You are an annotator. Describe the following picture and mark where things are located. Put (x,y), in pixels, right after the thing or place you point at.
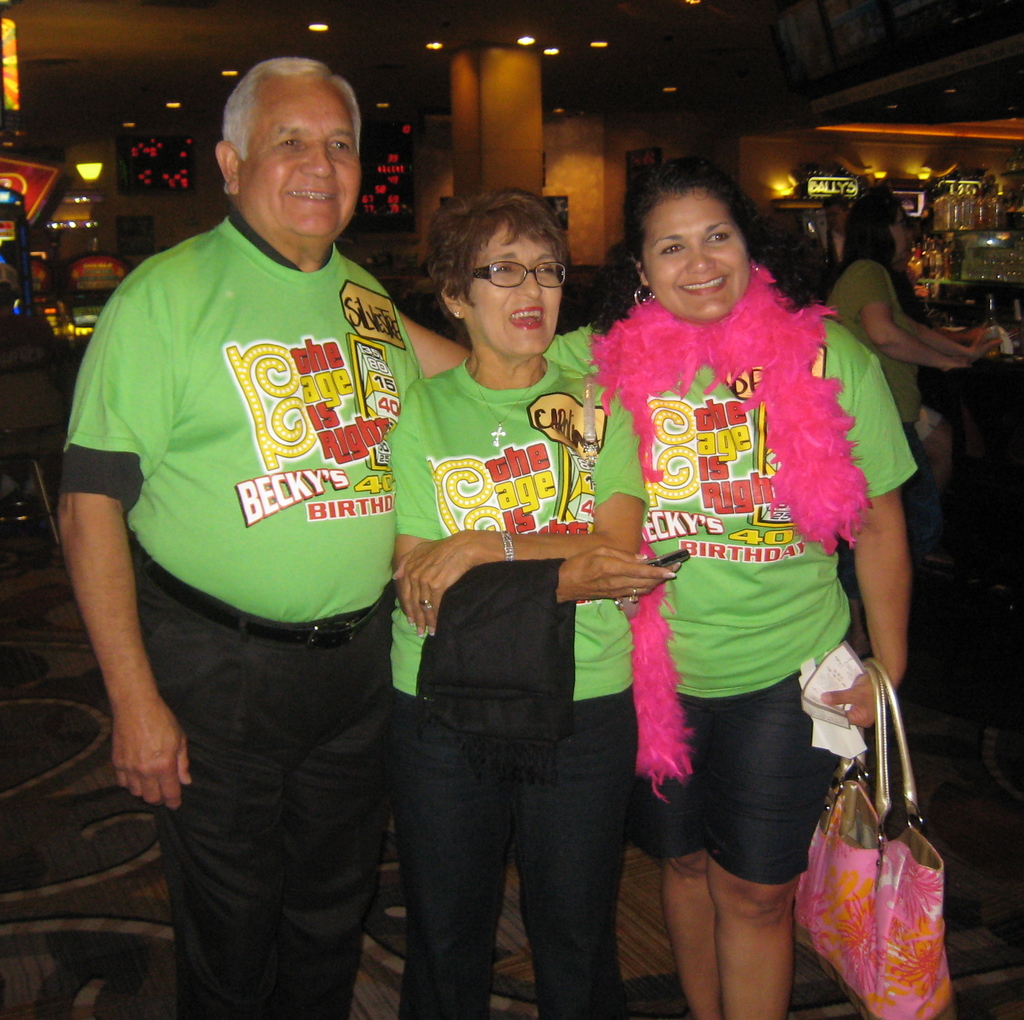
On the left (196,818) an old man (361,856) is standing in the middle (642,490) an old woman (622,701) is there in the right (764,984) a lady (782,984) standing by holding a bag (905,750).
